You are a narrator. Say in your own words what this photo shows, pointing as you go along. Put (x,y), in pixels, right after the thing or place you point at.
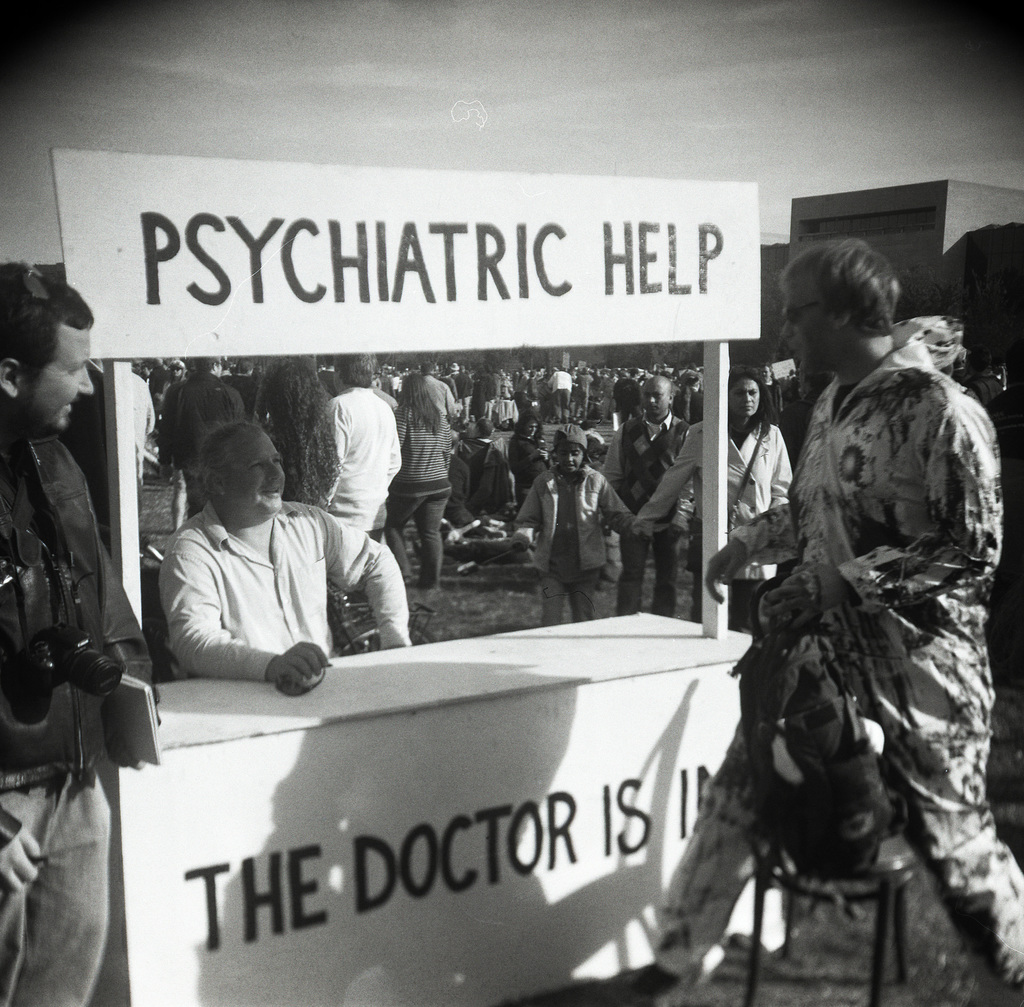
In this image I can see some people (427,488). I can see a board (390,333) with some text (534,260) written on it. In the background (776,261), I can see the building (868,238) and the sky (467,108). I can also see the image is in black and white color.
